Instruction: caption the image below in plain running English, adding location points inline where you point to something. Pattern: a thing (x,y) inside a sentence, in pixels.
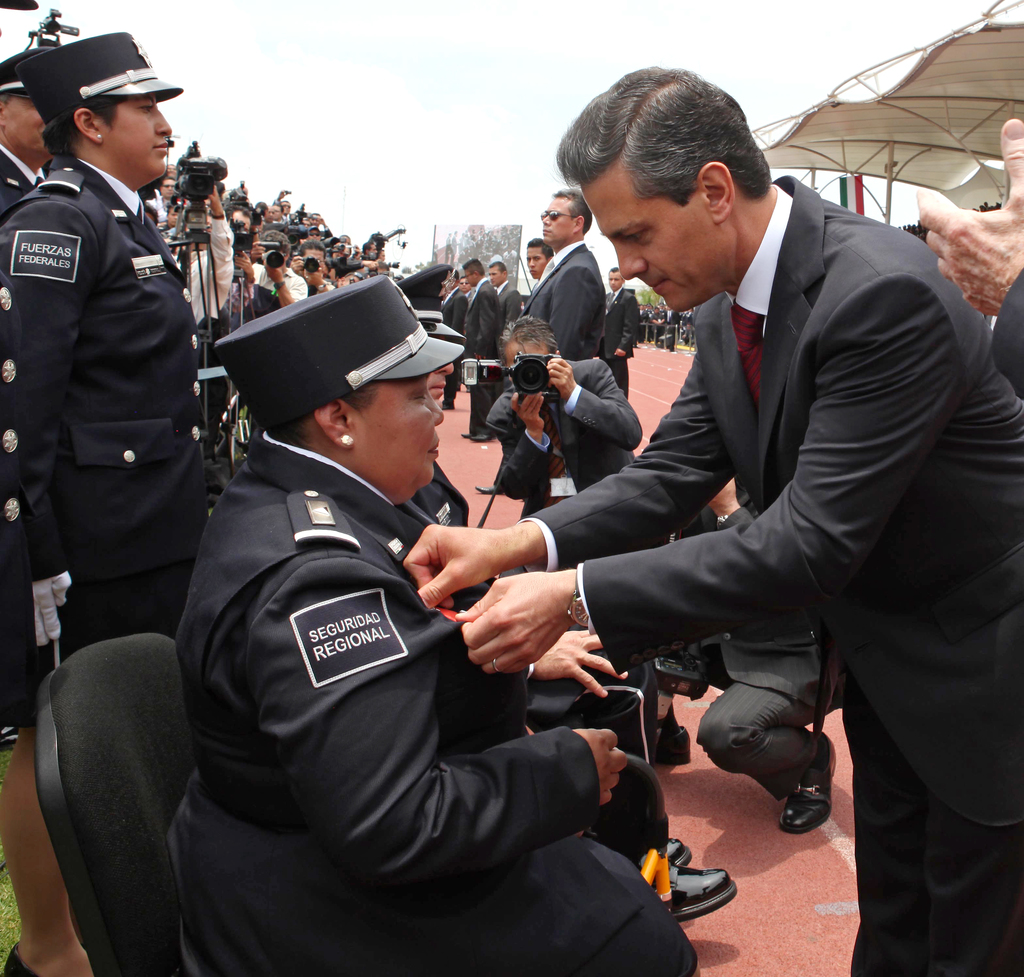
In this image I can see a person (394,721) wearing black color uniform (305,725) is sitting on a chair (155,800) and another person (818,385) wearing white shirt (752,296), maroon tie (741,305) and black blazer (811,473) is standing. In the background (684,336) I can see few other persons (472,264) standing, few persons (218,252) standing and holding cameras (295,229), the shed (923,132), few trees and the sky (456,104).
